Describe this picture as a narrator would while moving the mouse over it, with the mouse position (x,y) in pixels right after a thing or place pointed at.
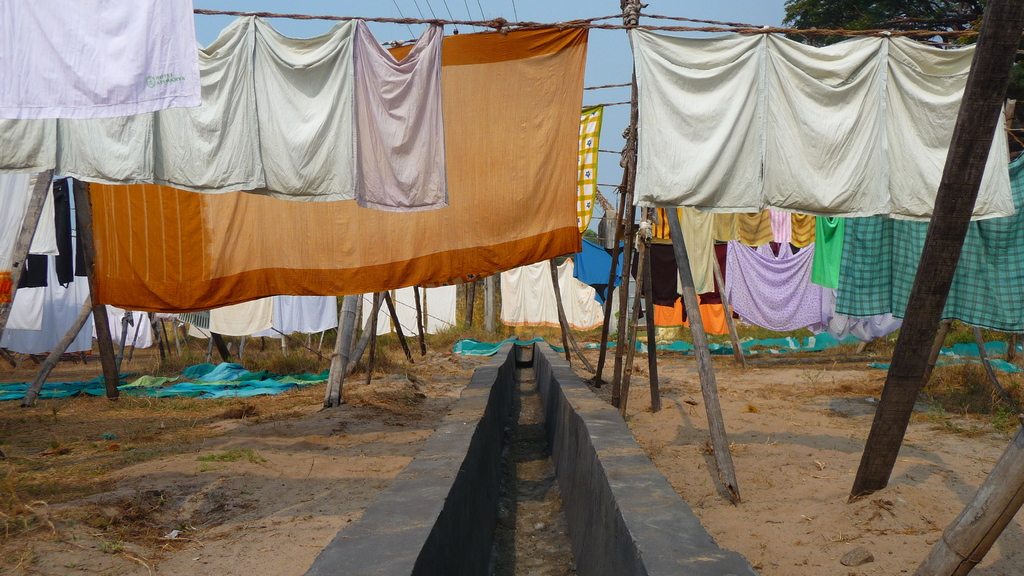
In the picture there is a channel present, there are clothes (668,144) present, there are wooden poles (374,304) present, there is grass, there is a tree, there is a clear sky (616,10).
